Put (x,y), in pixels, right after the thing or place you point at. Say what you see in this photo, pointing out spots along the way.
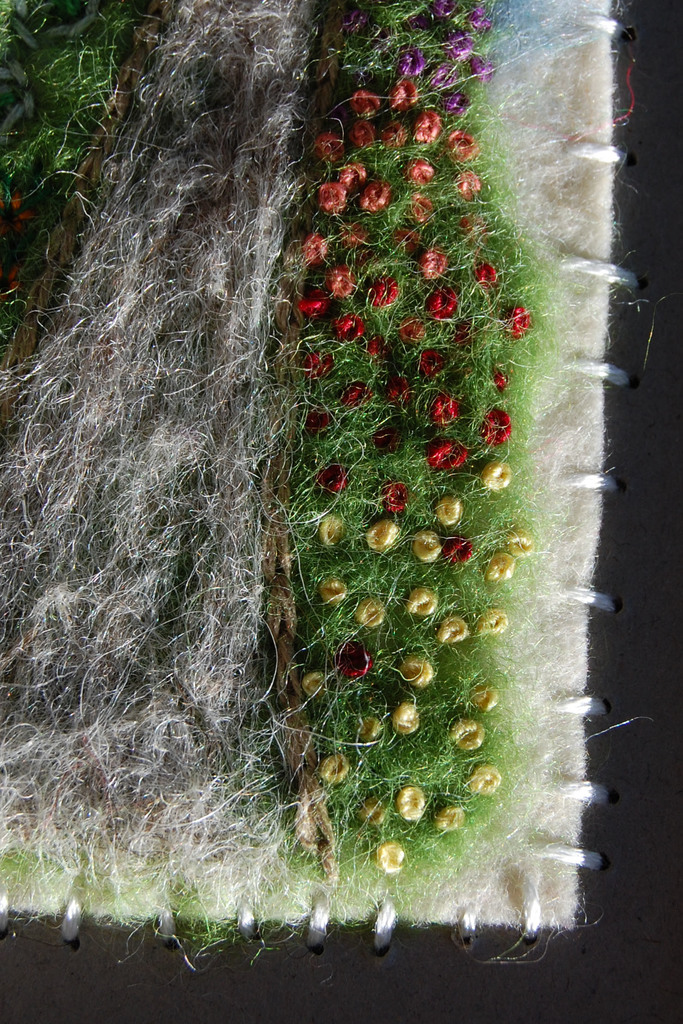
As we can see in the image there is dry grass (250,31) and flowers (464,544).
